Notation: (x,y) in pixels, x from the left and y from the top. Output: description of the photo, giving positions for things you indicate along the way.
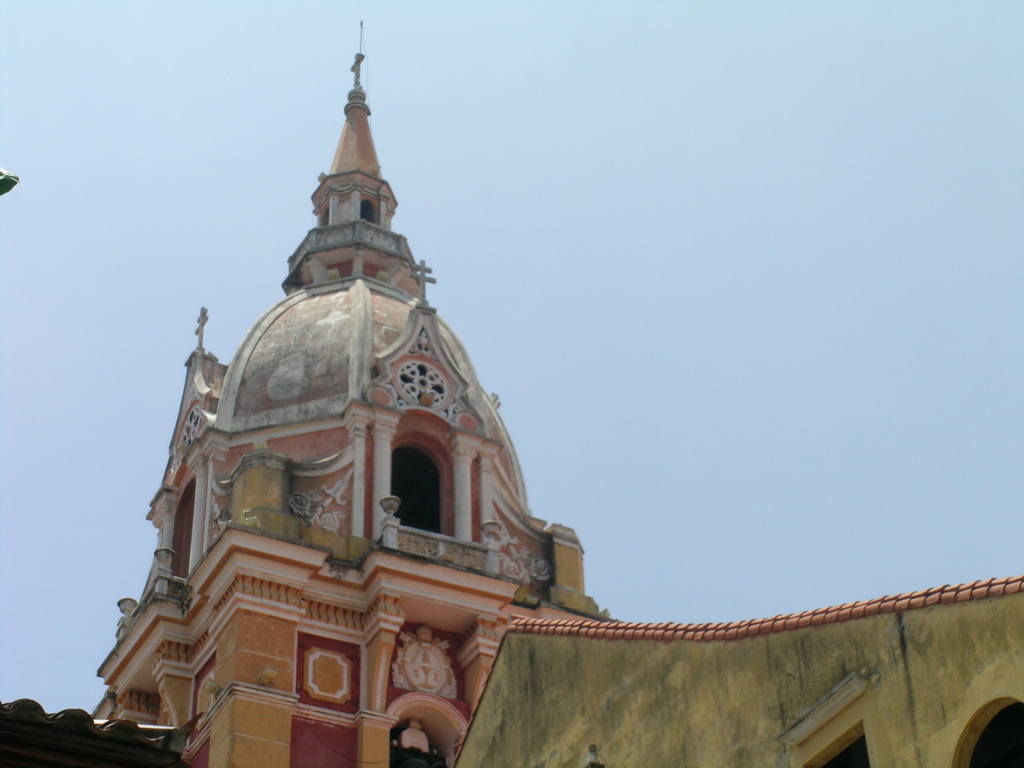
In the foreground of this image (69,741), there are roofs (104,730) of house (99,735) and we can also see a dome (283,345) of a building (368,405) and in the background (769,181), there is the sky (751,215).
